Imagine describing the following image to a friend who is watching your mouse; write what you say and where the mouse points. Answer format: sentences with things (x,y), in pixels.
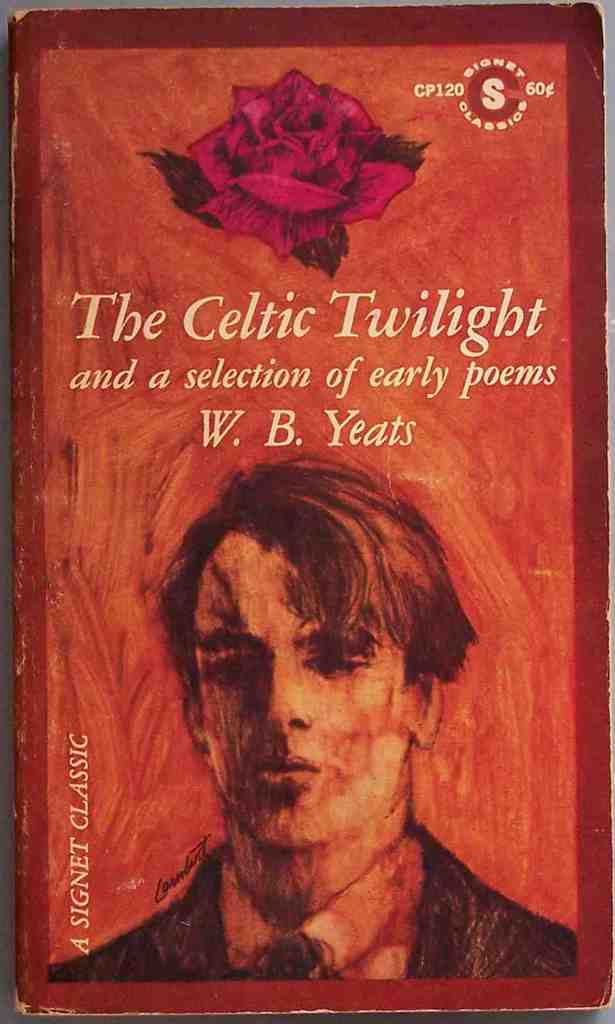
In this image, we can see depiction (365,671) of a person (300,782) and some text (510,363). There is a flower (346,109) at the top of the image (258,106).
